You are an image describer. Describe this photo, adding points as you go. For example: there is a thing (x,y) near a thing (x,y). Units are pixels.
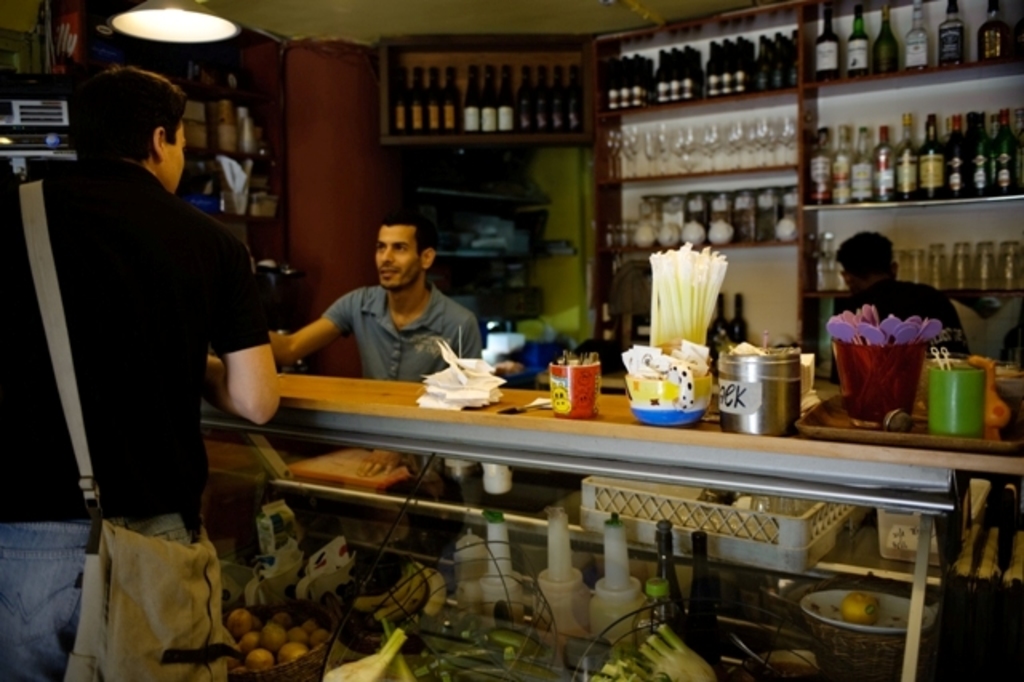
In this picture there is a man (151,296) who is wearing black t-shirt (118,452), jeans (57,524) and bag (176,607). He is standing near to the table (416,423). Here we can see another man (388,290) who is sitting on the chair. On the table (1022,460) we can see straws (705,297), tissue papers (484,380), box (554,383), bowl (691,419), steel box (767,412), jar (958,413), scissor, spoon (852,338), red bucket (904,385) and other objects (819,412). On the background (976,148) we can see many wine bottles (522,87) on the wooden rack (741,199). Here we can see a person (925,313) who is sitting near to the wine bottle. On the bottom (858,625) we can see fruits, plastic crate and other objects (379,681).
